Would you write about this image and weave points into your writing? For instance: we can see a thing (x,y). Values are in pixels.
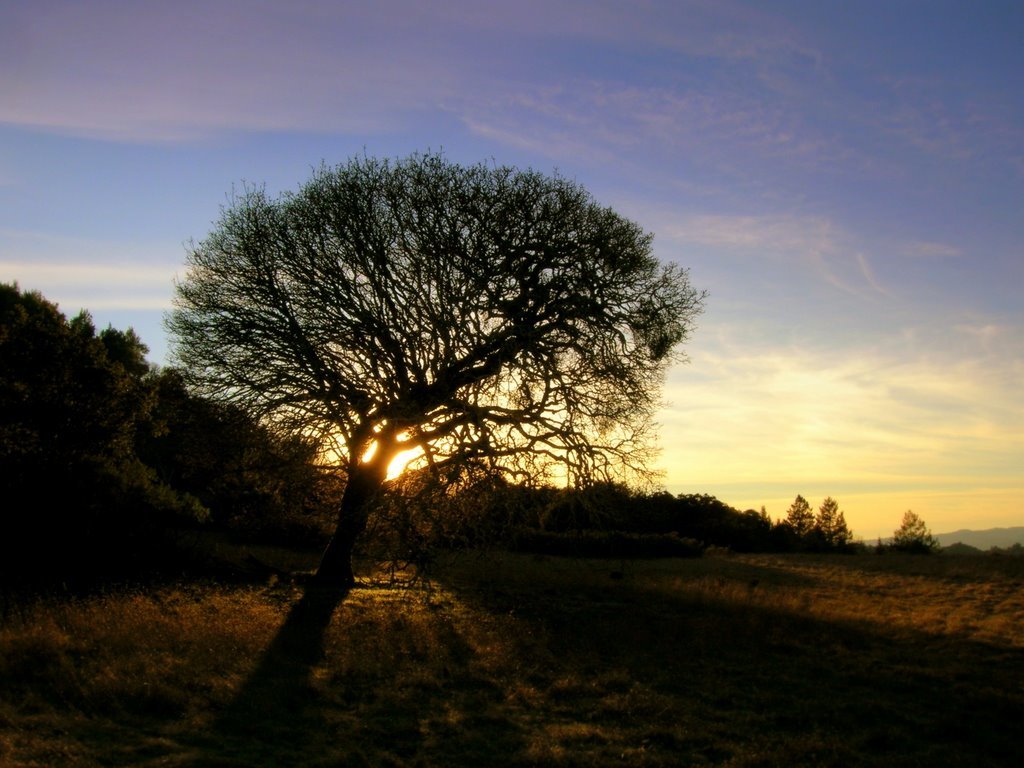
On the left side (327,253), there is a tree (321,583) on the ground (302,703) on which there is grass (186,667). In the background (681,518), there are trees (562,531), mountains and there are clouds (875,288) and a sun (399,465) in the sky (96,153).
